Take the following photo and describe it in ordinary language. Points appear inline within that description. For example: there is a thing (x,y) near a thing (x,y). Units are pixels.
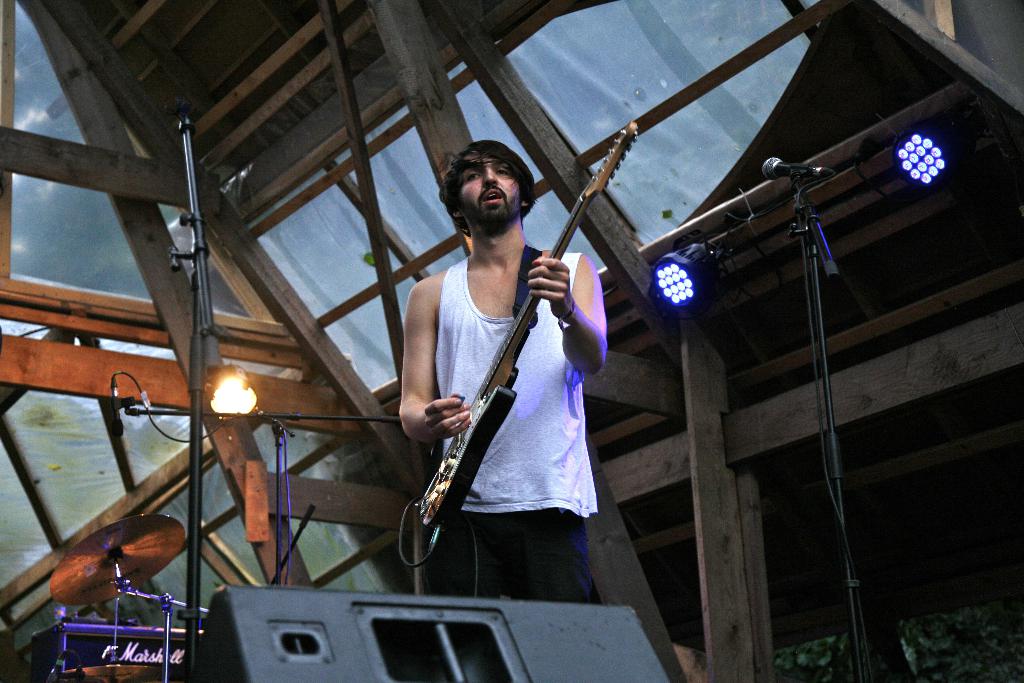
In this picture we can see a man (474,506) holding a guitar (518,317) with his hand (448,420) and standing and in front of him we can see mics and in the background (263,358) we can see a roof (437,106).
